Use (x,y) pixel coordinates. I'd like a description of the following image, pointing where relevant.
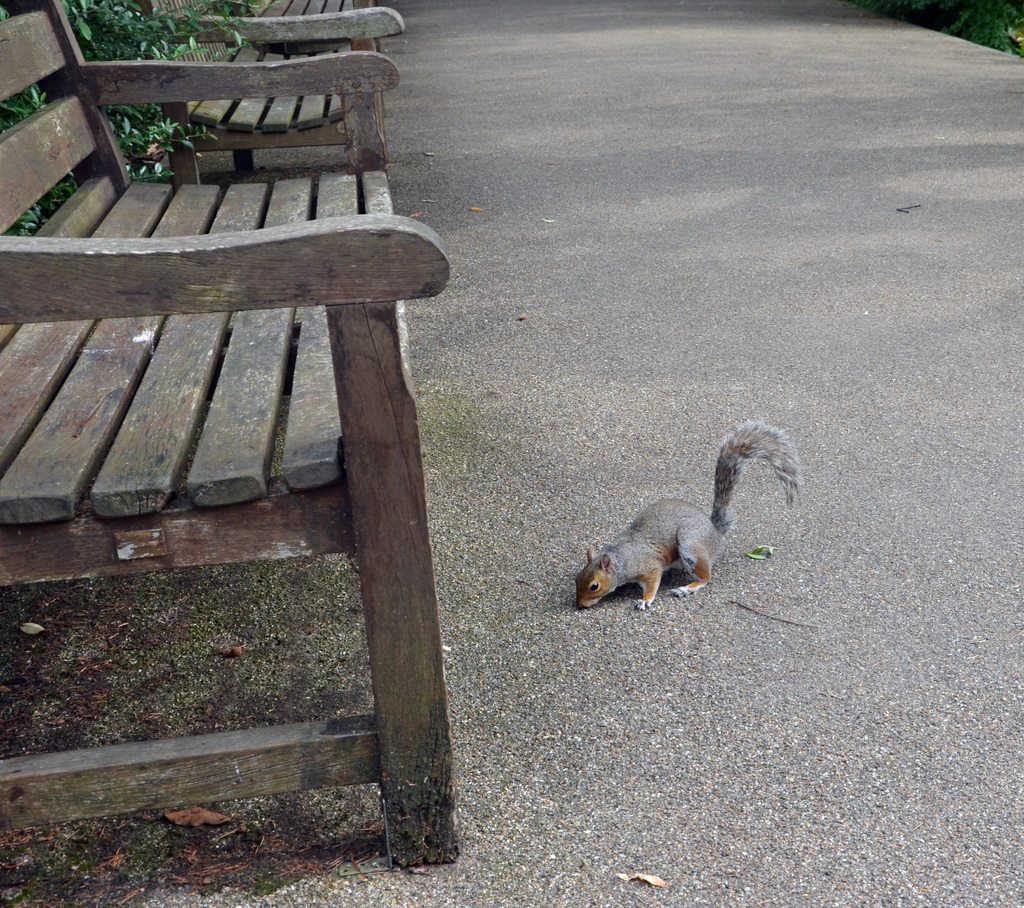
In this image I can see a bench (306,345). In front of bench (333,488) there is a squirrel (691,502).
